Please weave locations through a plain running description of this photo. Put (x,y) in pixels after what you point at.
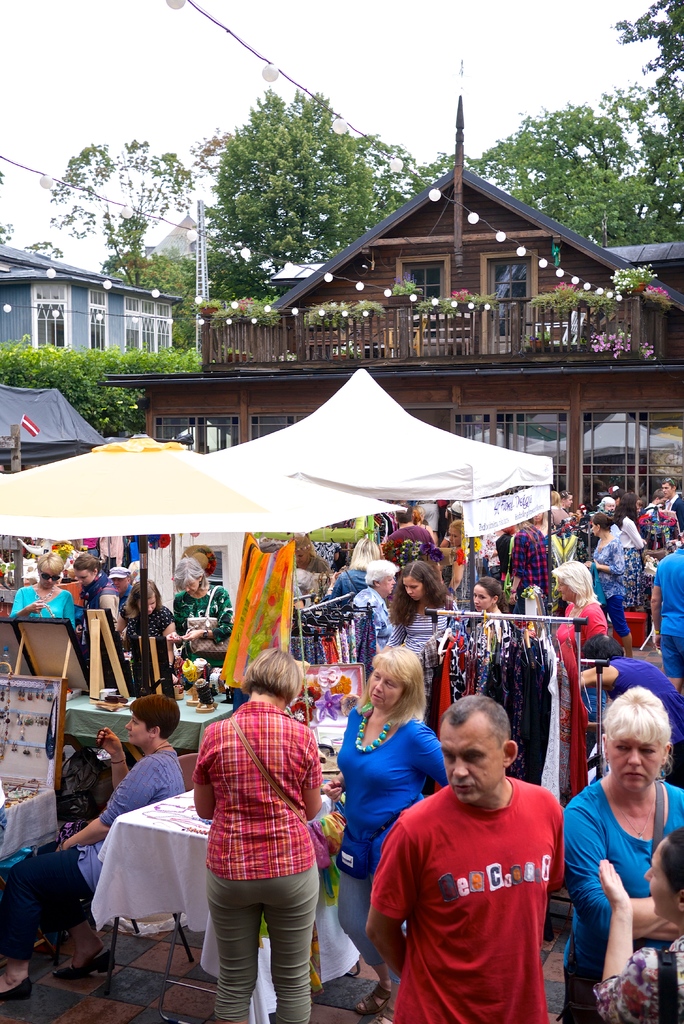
In this picture of group of people (464,979) standing in the right (583,774) and there are shops (104,537) stalls (316,477) tent (316,447) and other building (541,317) in the backdrop (239,276) there are trees (264,141).
